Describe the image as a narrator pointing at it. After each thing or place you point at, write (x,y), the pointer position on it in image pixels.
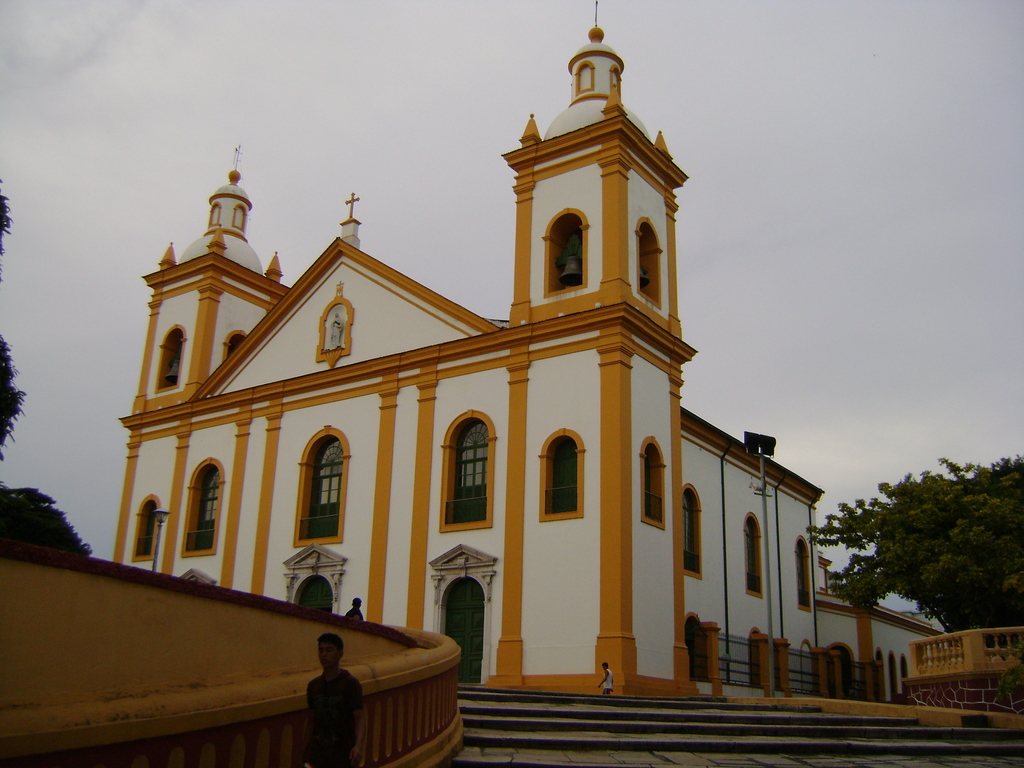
In this picture we can see a building (514,467), persons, trees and we can see sky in the background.
